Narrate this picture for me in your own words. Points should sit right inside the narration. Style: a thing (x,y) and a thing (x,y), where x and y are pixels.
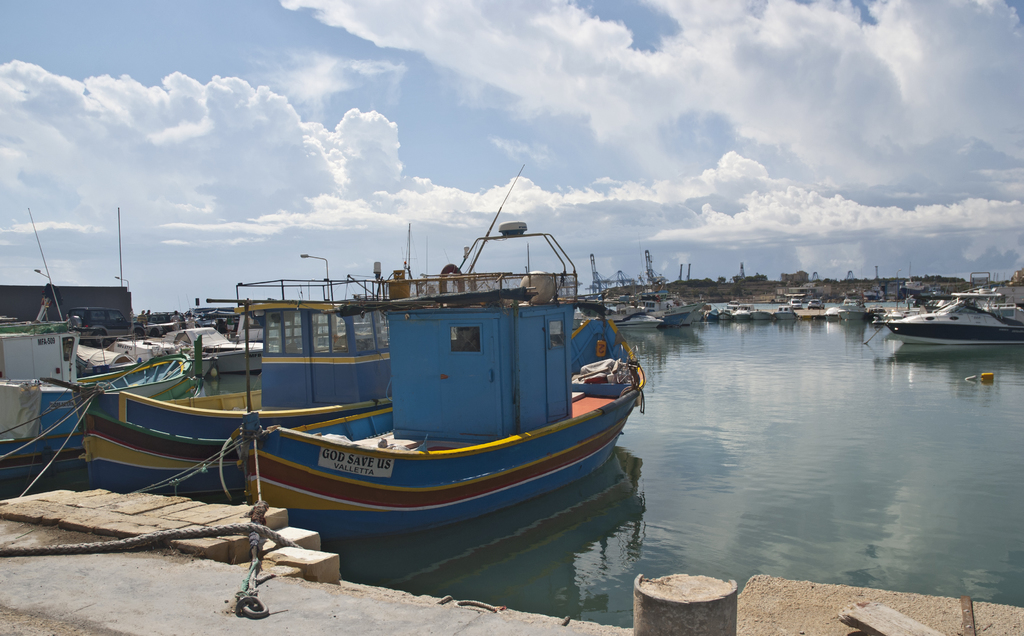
In this image there is a sea (764,352), on that sea (686,341) there are boats (918,332), in the background (335,260) there is a cloudy sky (542,203).
